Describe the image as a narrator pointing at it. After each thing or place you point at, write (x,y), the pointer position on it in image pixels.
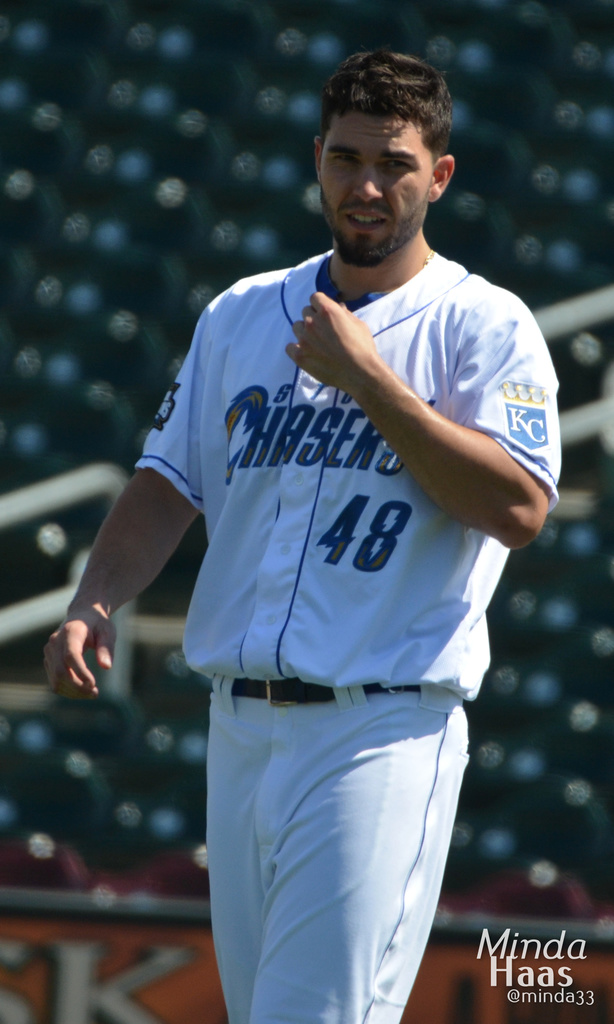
In this picture I can see there is a man (364,544) standing, he is wearing a white shirt (351,641) and a pant (382,826). He is looking at left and there is a logo (512,954) on the image and the backdrop (99,235) is blurred.
